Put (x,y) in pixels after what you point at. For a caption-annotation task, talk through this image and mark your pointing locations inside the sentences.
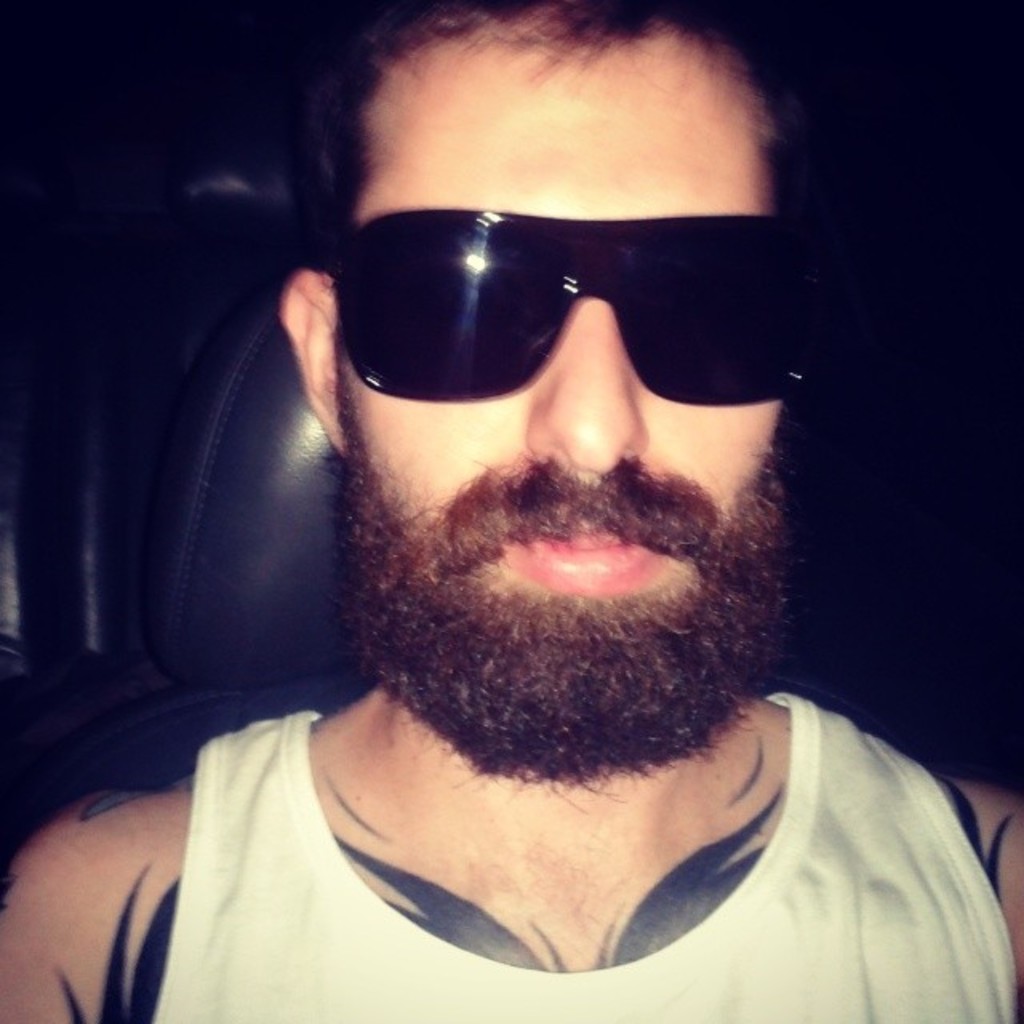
Here in this picture we can see a person (443,480) sitting on a seat (74,742) and we can see he is wearing goggles (383,325) on him and having beard (395,542) on him and we can see tattoos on his body (131,888) over there.
